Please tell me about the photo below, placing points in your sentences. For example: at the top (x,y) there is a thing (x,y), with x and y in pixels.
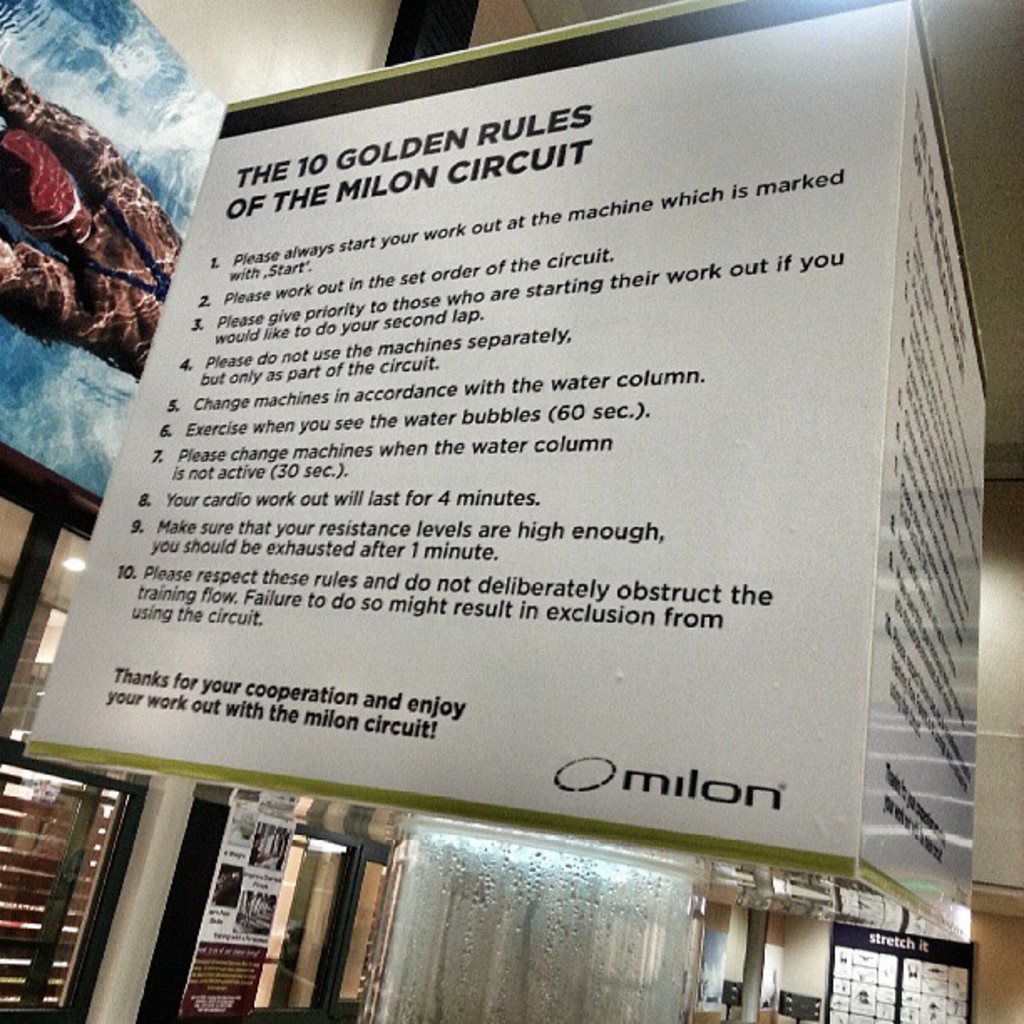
In this picture I can see the board (546,307) in front (366,316), on which there are words (569,378) written. In the background (1021,624) I can see the walls (1012,307) and I can see the glasses (520,896). I can also see 2 boards (202,962) on the left (261,842) and right of this picture (854,987).
